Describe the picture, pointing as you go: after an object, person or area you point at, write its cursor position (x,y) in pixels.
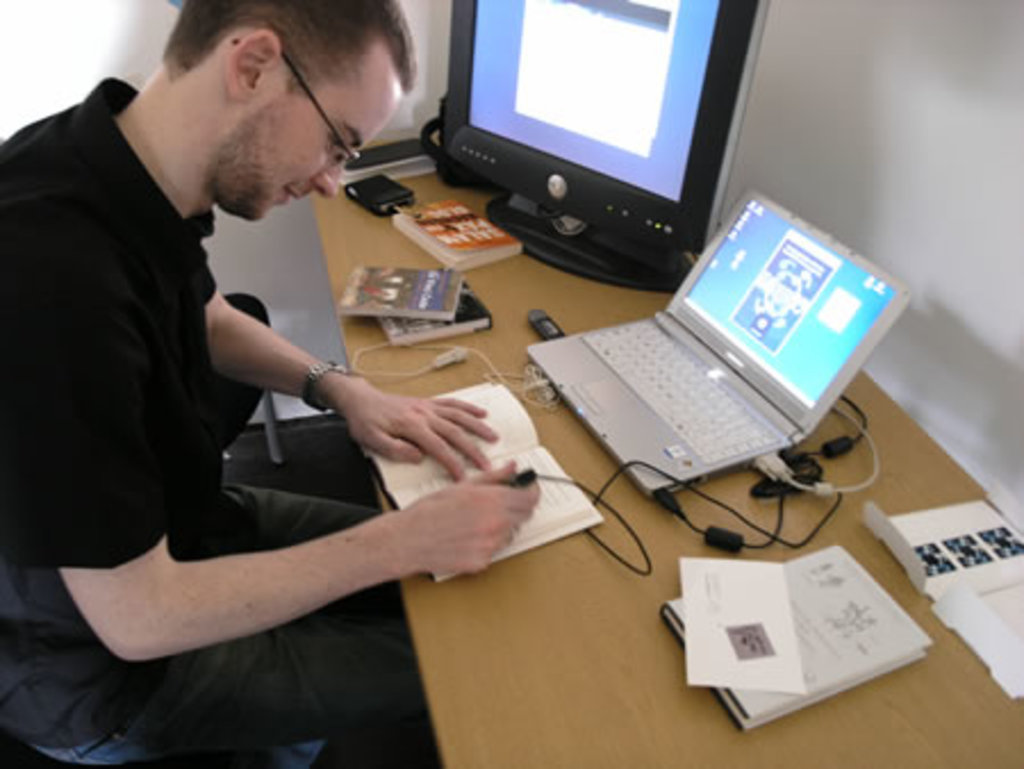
In this picture we can see a man (313,578) sitting on a chair (236,460). He is holding a pen (519,478) in his hand (515,496) and there is a book (529,450) on the table (532,292). He wore spectacles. We can see monitor (640,135), laptop (707,410), diary (818,638), paper (718,627), pendrive (546,325), books (427,307) on the table (658,617). This is a wall (881,187).
